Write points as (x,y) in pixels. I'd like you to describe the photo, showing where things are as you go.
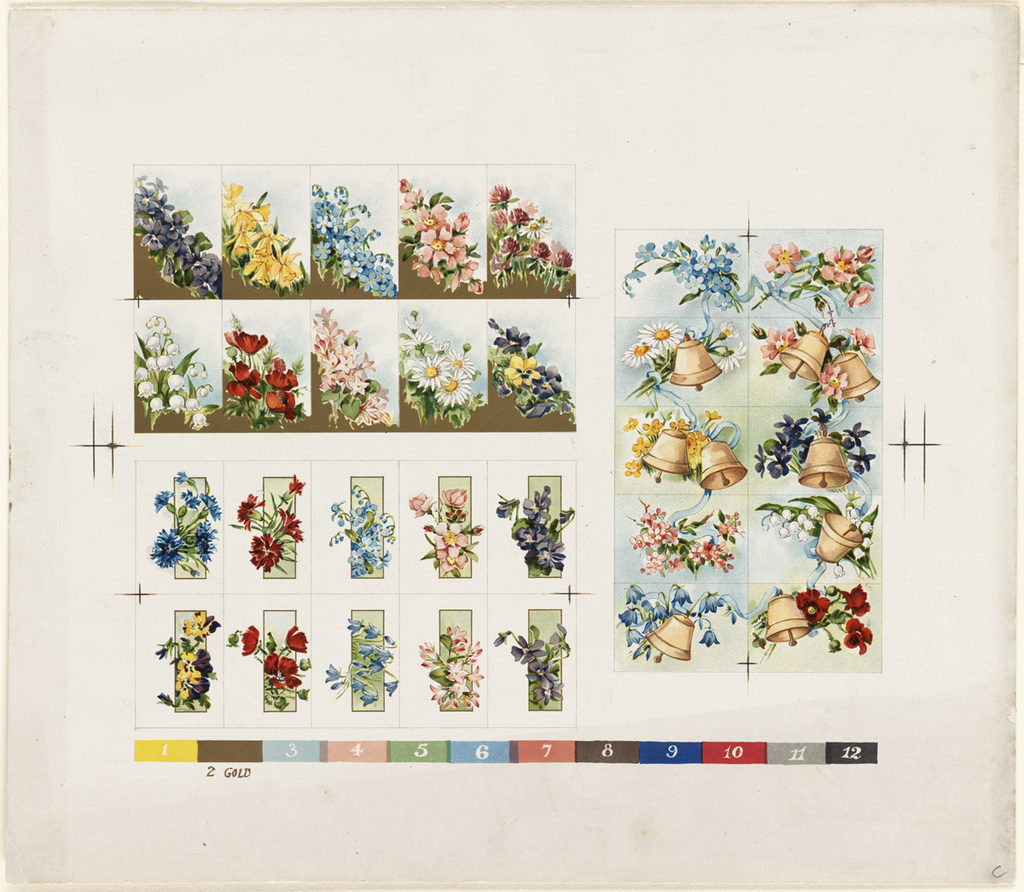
In this picture, we see an art of flowers (168,494) and bells (716,453). These flowers (700,465) are in blue, yellow, red and pink color. In the background (613,194), it is white in color. These flowers (825,624) are drawn on the white paper (616,112).
